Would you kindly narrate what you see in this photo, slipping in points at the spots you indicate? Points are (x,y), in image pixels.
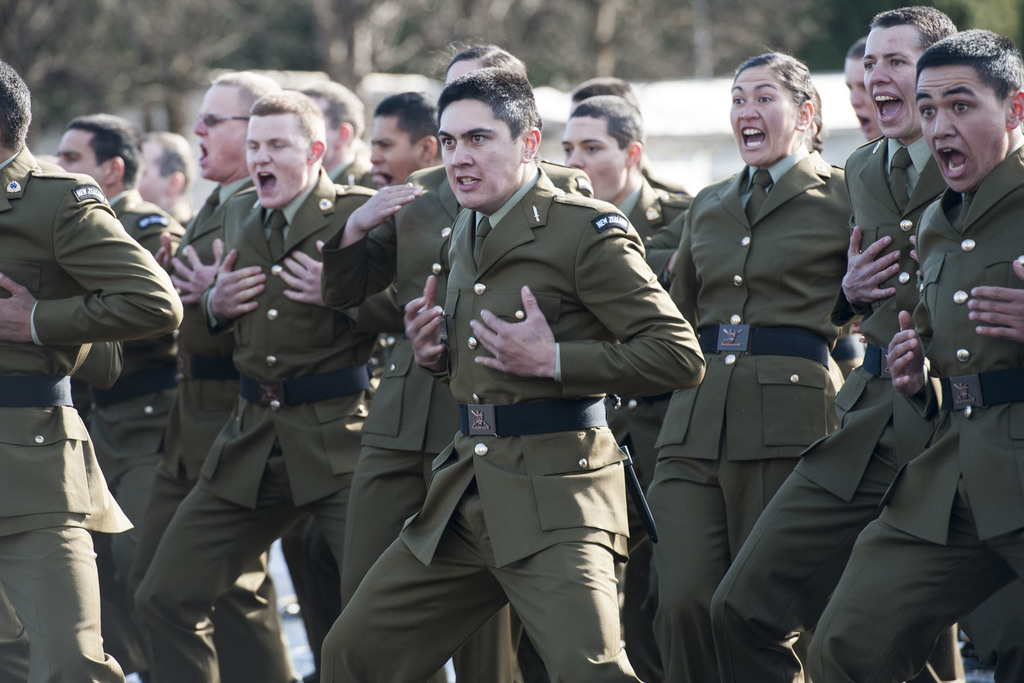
In this image there are persons (281,286) standing and having some expression on their faces (449,169) and the background (679,65) is blurry.
